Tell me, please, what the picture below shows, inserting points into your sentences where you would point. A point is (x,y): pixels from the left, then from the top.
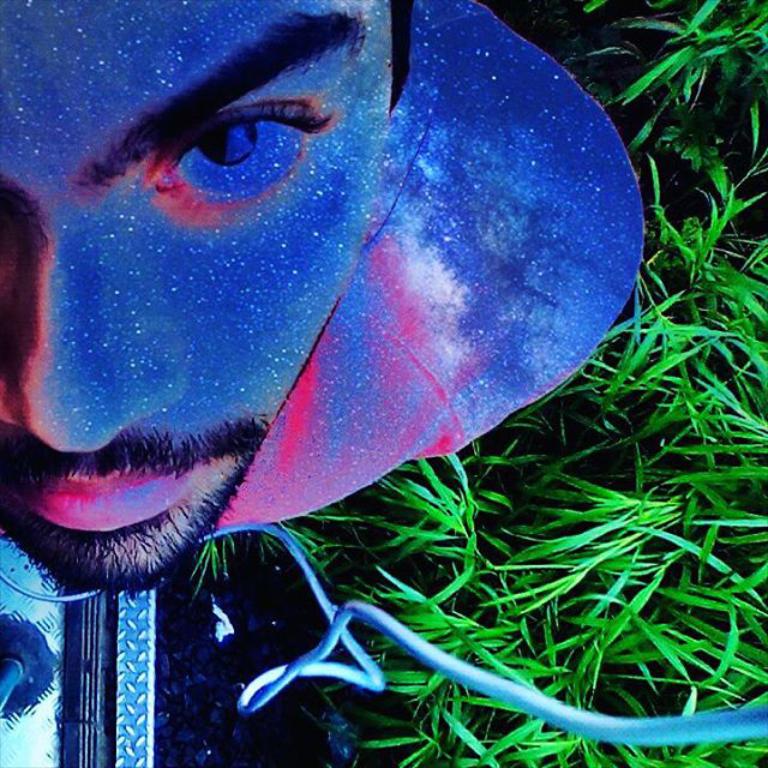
In this image we can see an edited picture of a person (372,214). We can also see a pole (142,639), wire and some grass (607,557).
